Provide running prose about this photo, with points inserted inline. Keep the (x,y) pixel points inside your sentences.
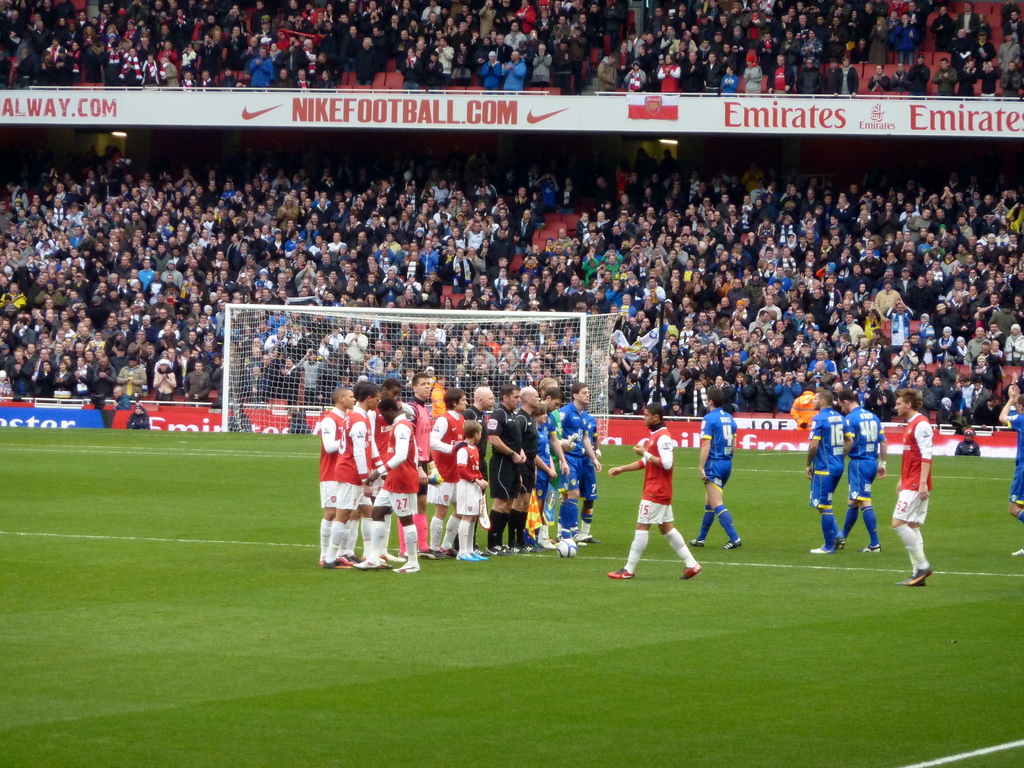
In this image we can see few people (554,410) wearing sports dress (830,488) and we can see the ground (262,642) and there is a football net (314,365) and the place looks like a stadium (199,253). We can see some people (394,195) in the stadium (551,249) and there are some words (360,121) with the text (76,114).
